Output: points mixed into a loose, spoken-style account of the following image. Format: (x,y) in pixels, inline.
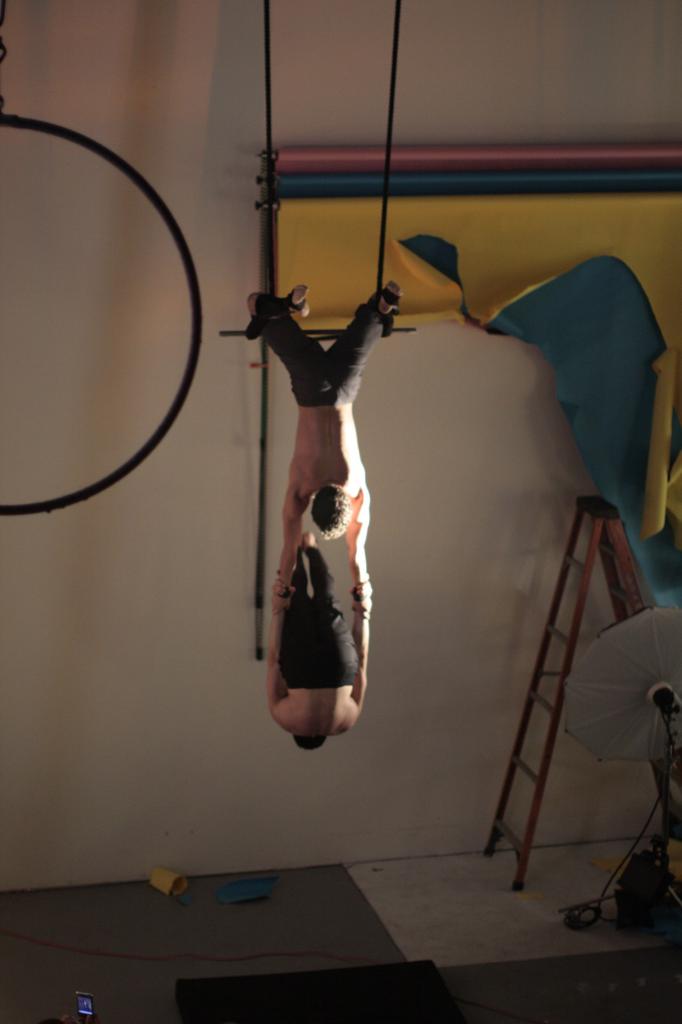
In this picture there are two men (279,302), they are hanging from a rope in the center of the image (299,657) and there is a ladder (534,695) on the right side of the image (607,524), there are colorful curtains (399,174) at the top side of the image (361,228).
